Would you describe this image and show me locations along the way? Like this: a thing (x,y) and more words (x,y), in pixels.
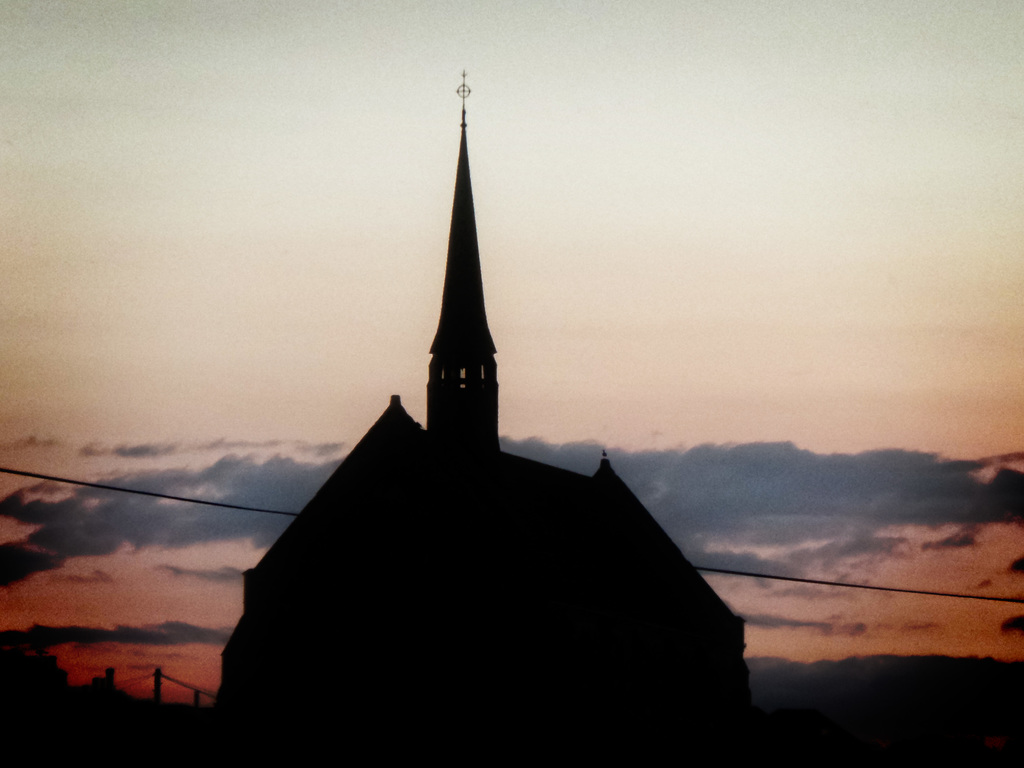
In this picture we can see a church (497,643) here, there is a wire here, in the background (291,466) there is the sky (298,269).
